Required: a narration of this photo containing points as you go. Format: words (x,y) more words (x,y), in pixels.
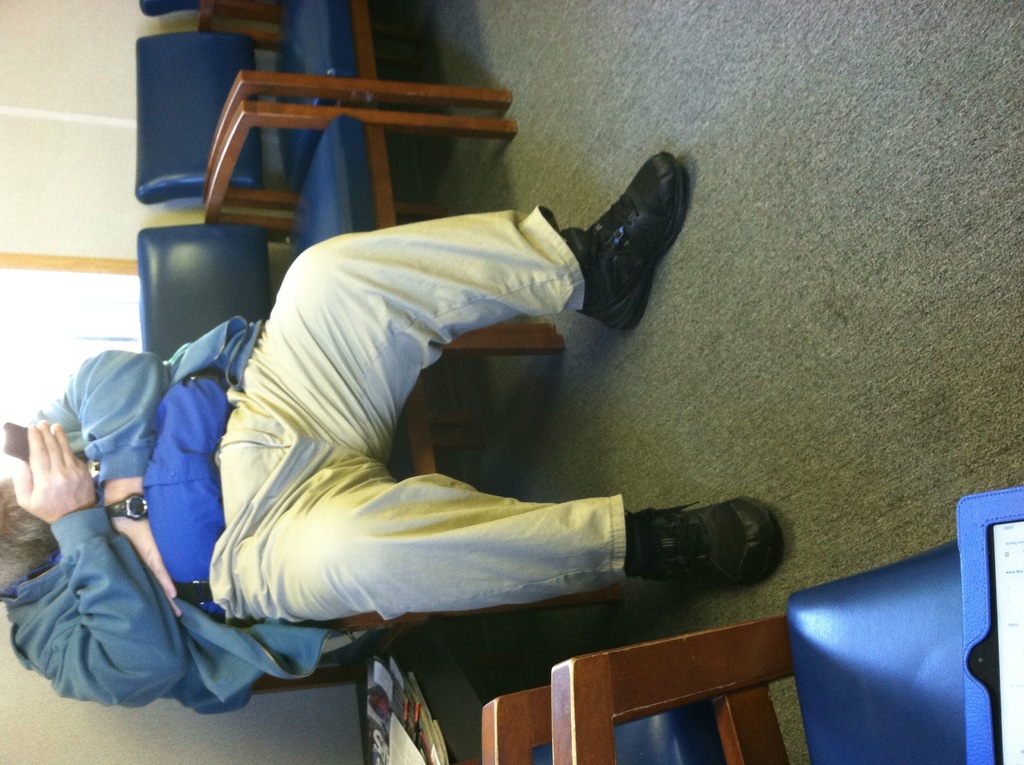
In the center (456,422) we can see one person (231,481) sitting on the chair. And we can see around him few more chairs (249,119) and he is holding phone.
